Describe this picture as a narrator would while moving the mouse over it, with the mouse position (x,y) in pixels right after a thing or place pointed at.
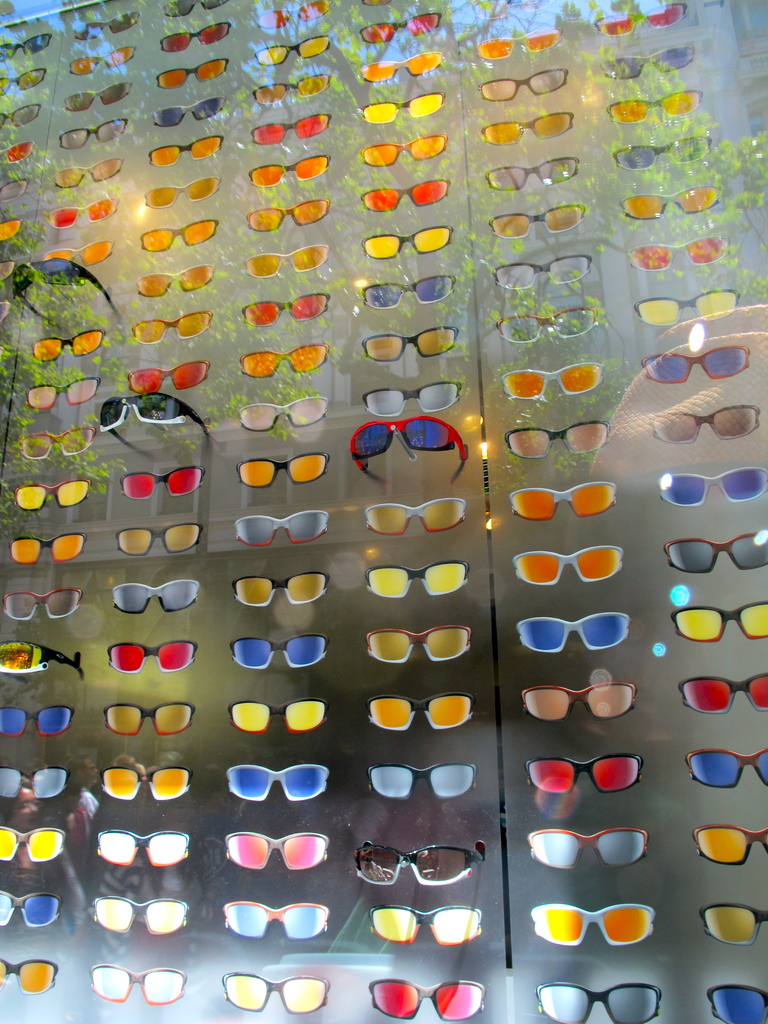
In this picture we can see a glass wall (151,698) and on this wall (319,812) we can see many goggles (546,119) with different colors.
